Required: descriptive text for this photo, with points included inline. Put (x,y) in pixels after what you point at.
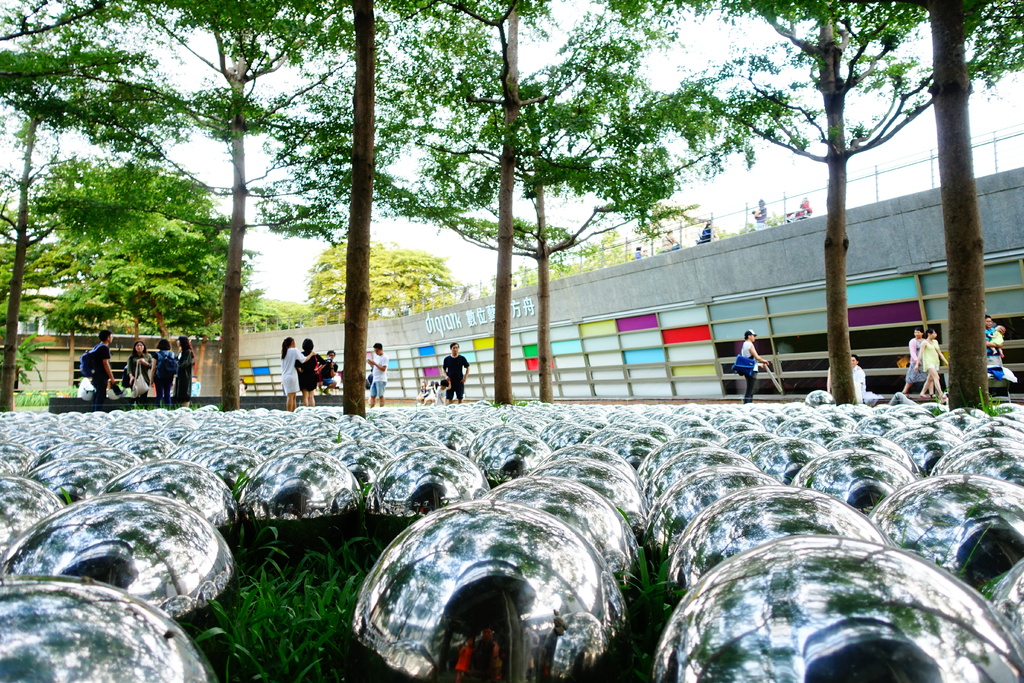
In this image there are so many objects (518,460) placed on the surface (321,576) of the grass (344,562), in front of that, there are a few people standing and walking, behind them there is a wall (252,337) with colorful blocks (679,318) and some text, above that there is a railing (625,242), beside that there are few people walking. In the background (730,147) there are trees (706,127) and the sky (765,159).
